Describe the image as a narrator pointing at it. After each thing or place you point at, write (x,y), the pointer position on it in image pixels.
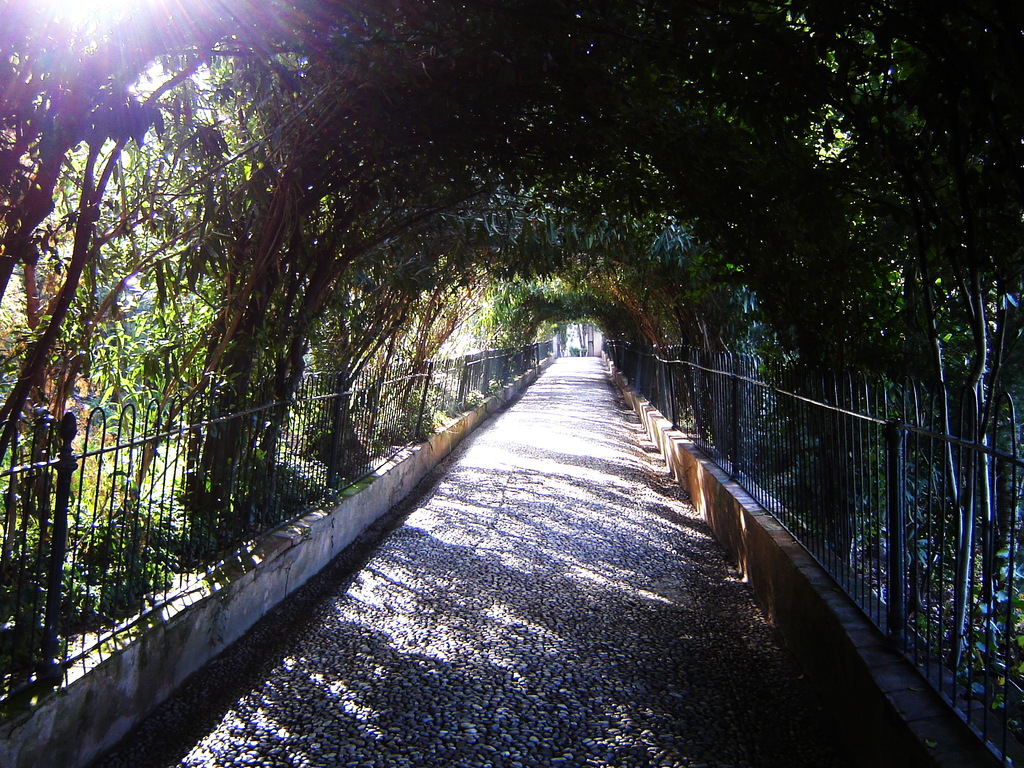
In the center of the picture (540,430) we can see a walkway (601,397). On the left (247,316) there are trees (200,370), plants (160,371), railing (155,425) and sunshine (191,48). On the right (830,309) there are trees (855,371) and railing (795,378).
